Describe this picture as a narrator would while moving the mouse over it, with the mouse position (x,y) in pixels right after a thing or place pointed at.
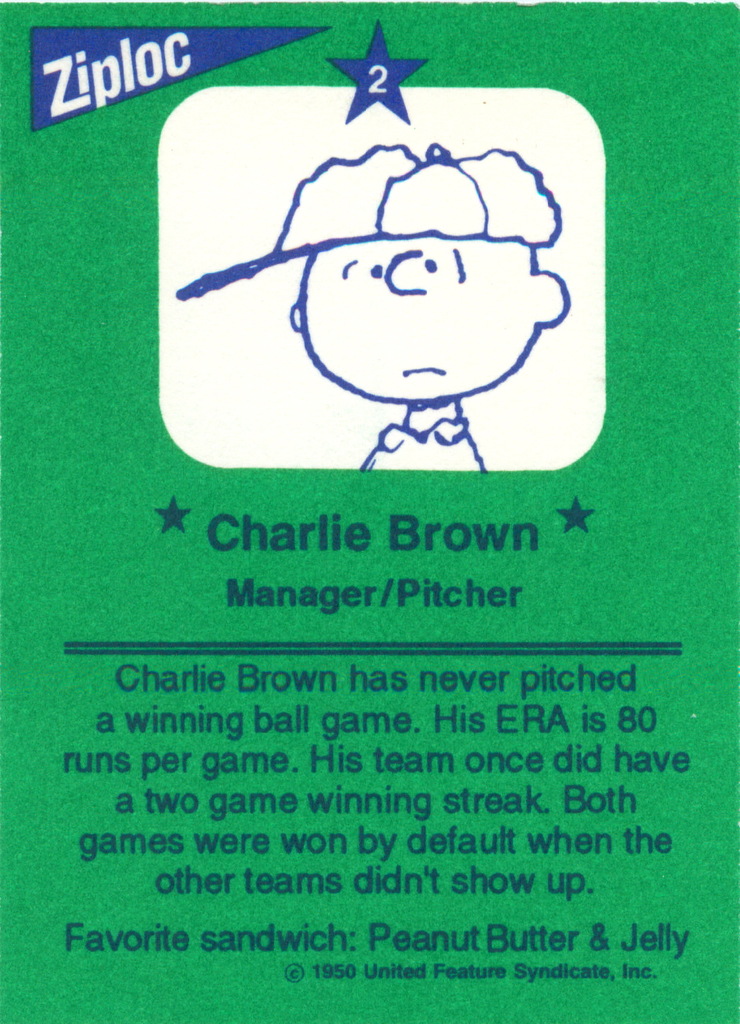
In this image I can see a green colour thing (403,655) and on it I can see something is written. I can also see a sketch (306,221) on the top side of the image (414,241).
